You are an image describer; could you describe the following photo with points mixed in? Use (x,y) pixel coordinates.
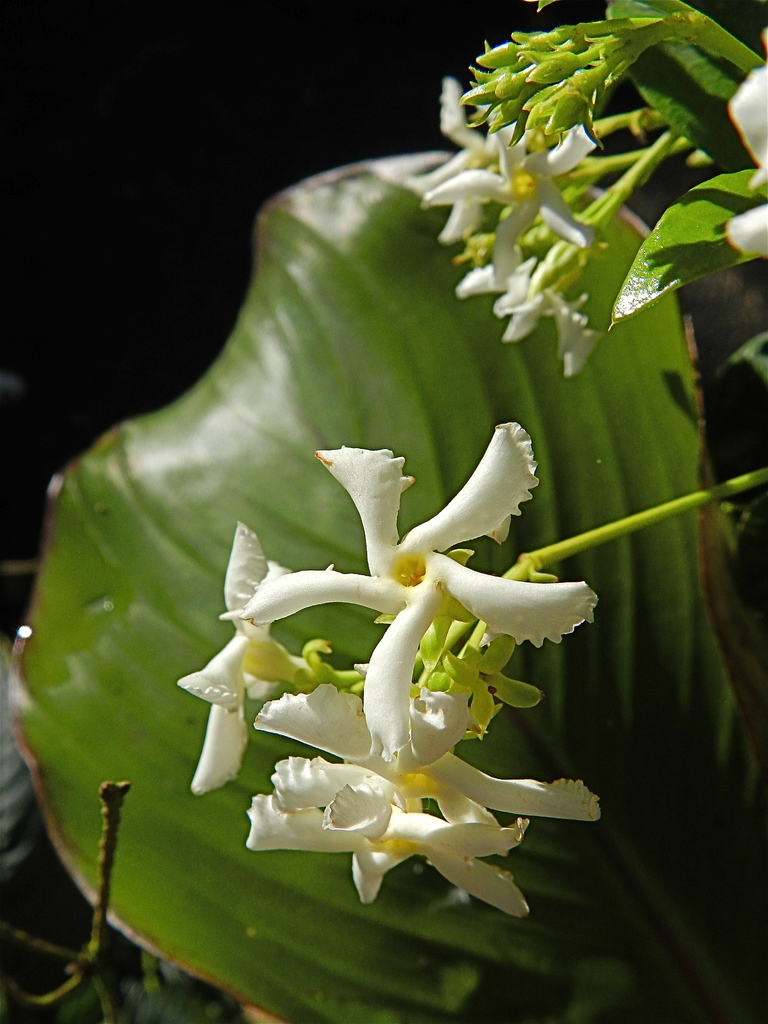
Here we can see a plant (392,669) with flowers (322,730) and in the background (172,662) we can see a big green leaf (444,931).
